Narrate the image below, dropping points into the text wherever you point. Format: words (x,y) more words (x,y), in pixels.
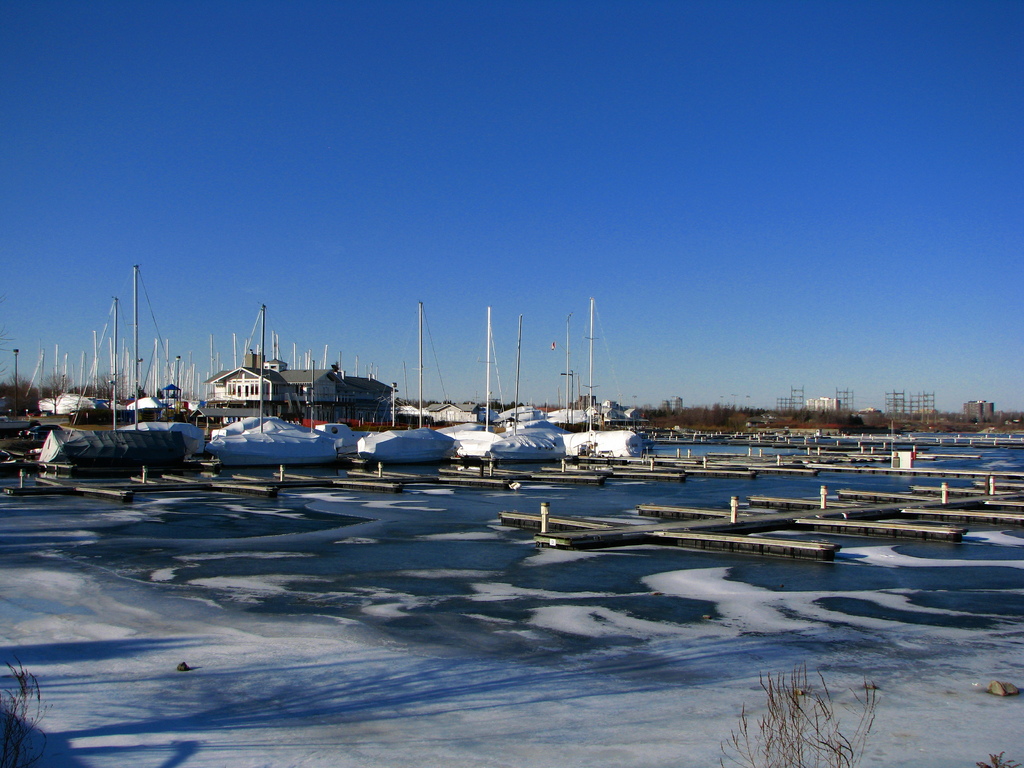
In this image, we can see a dock (676,527). There is a building (352,379) and some poles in the middle of the image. There is a sky (571,297) at the top of the image (520,139).
